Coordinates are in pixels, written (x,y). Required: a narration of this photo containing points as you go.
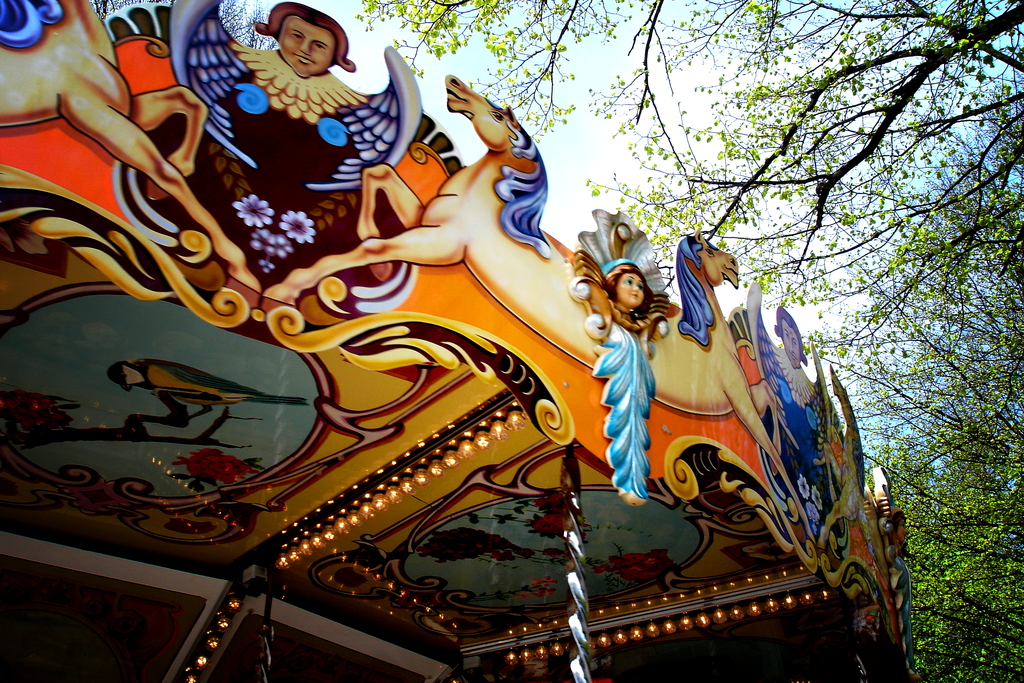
In the image there is a ceiling (409,407) with colorful lights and paintings (407,363) on it, on right side (858,224) there are trees (966,295).
